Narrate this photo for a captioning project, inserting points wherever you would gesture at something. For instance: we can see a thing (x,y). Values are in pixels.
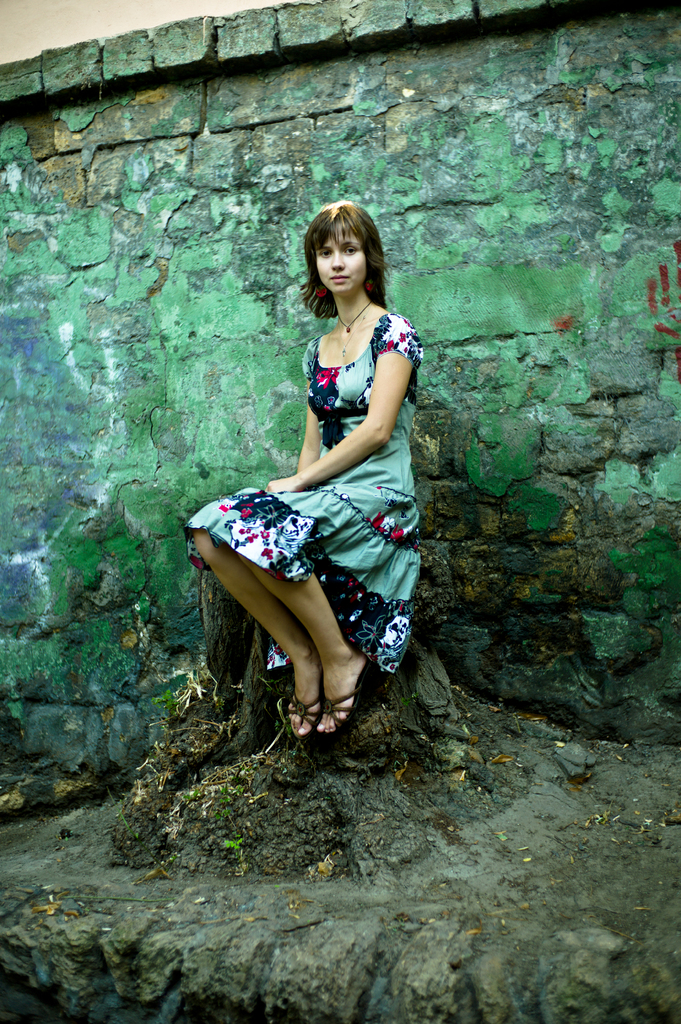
A girl (378,476) is sitting on a tree trunk (390,723). Behind her there is a brick wall (394,125).
